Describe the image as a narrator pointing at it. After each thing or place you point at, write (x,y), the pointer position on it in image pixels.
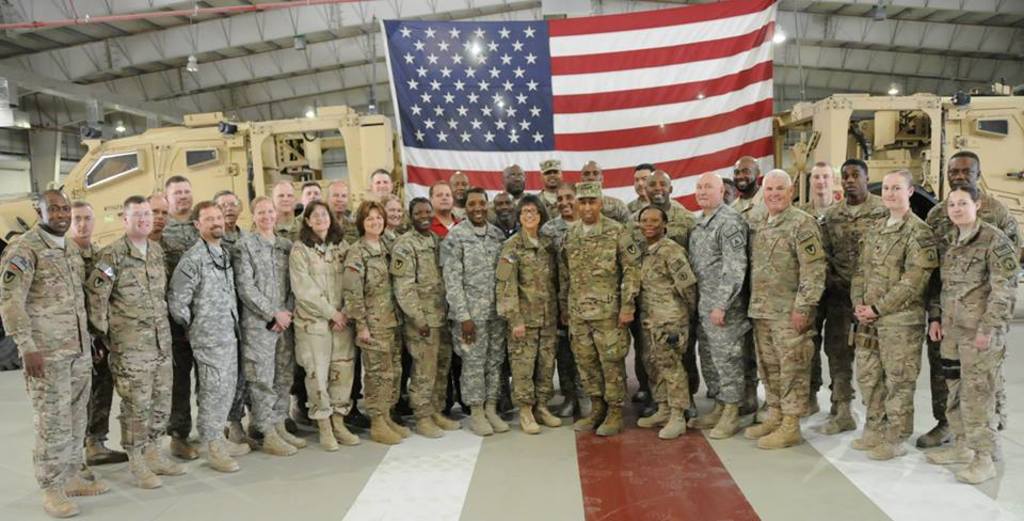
In this image there are group of people (552,219) standing and smiling, and in the background (463,154) there is a flag (555,111), vehicles (1019,207), lights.
